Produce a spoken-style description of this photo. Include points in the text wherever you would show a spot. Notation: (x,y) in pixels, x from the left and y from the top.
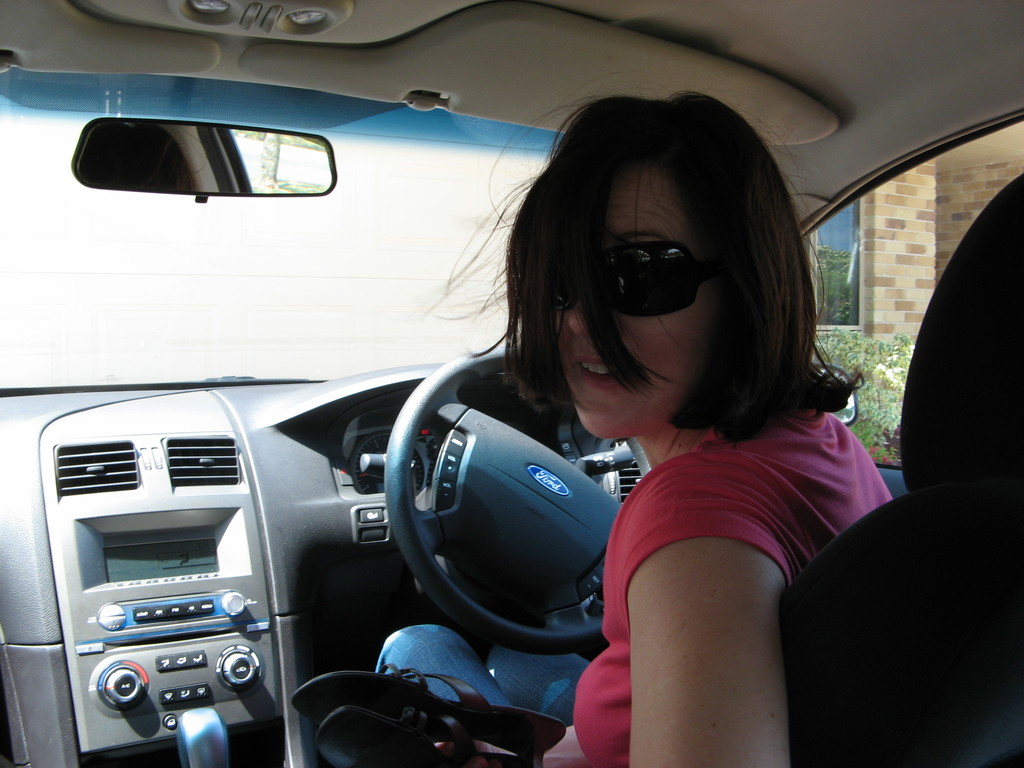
In this picture there is a lady (713,162) who is riding a car (780,156) at the right side of the image (696,659), she is looking behind her in the image.
